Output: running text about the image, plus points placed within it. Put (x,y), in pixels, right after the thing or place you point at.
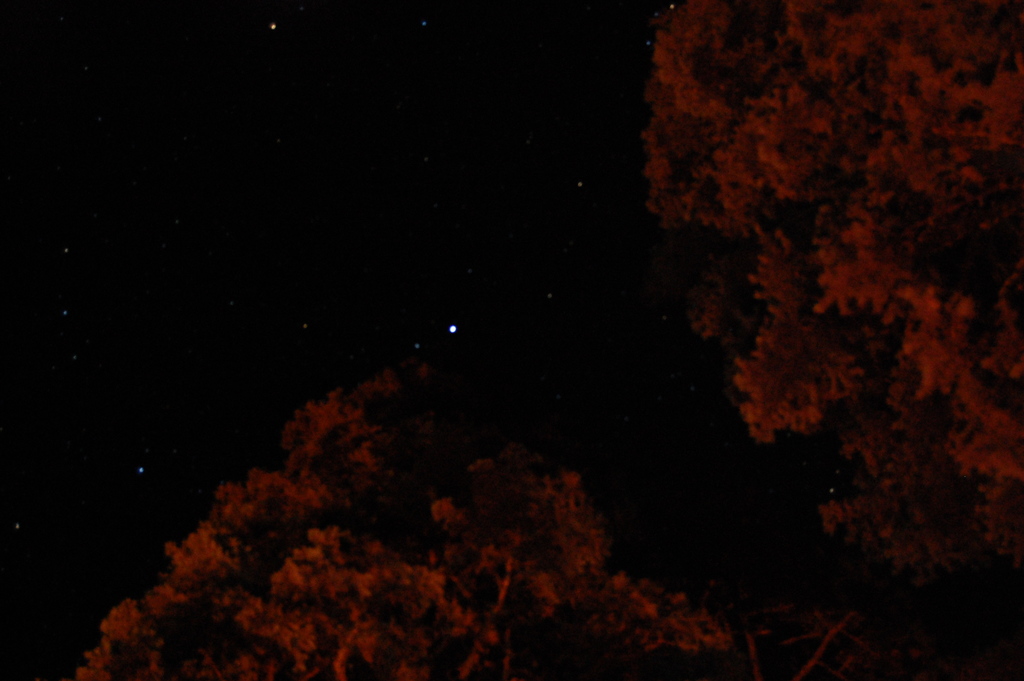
In the image to the bottom (388,593) and right corner of the image (954,284) there are trees (943,468). And in the background (142,305) there is a black sky (482,265) with stars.
